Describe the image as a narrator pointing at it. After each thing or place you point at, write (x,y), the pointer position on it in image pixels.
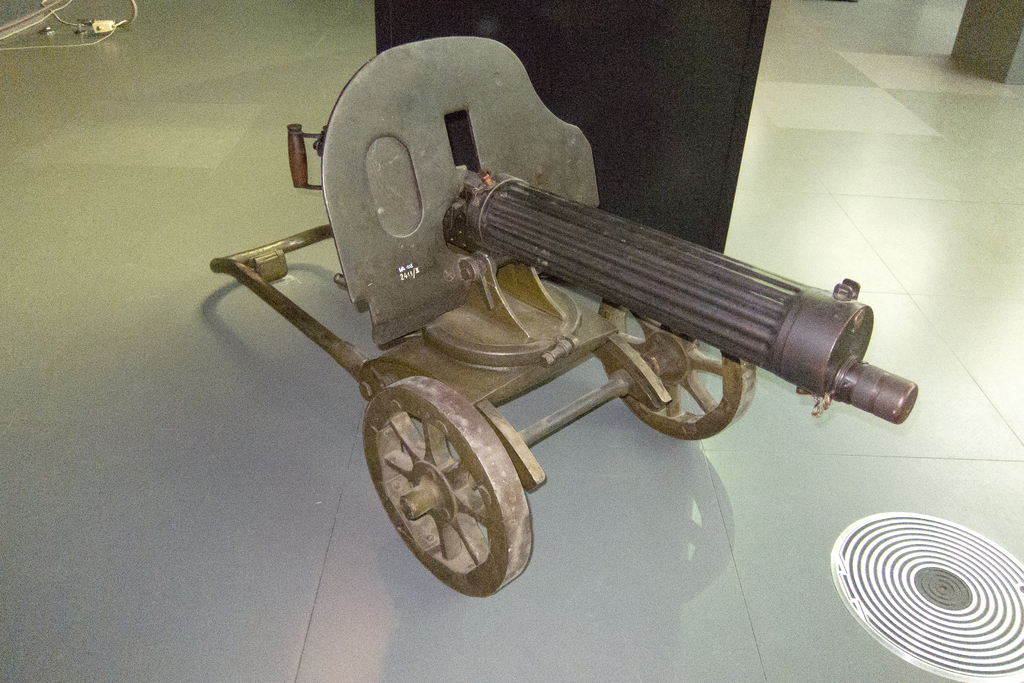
In this picture we can see a maxim gun (443,264) here, at the bottom (653,605) there is floor (631,600).
